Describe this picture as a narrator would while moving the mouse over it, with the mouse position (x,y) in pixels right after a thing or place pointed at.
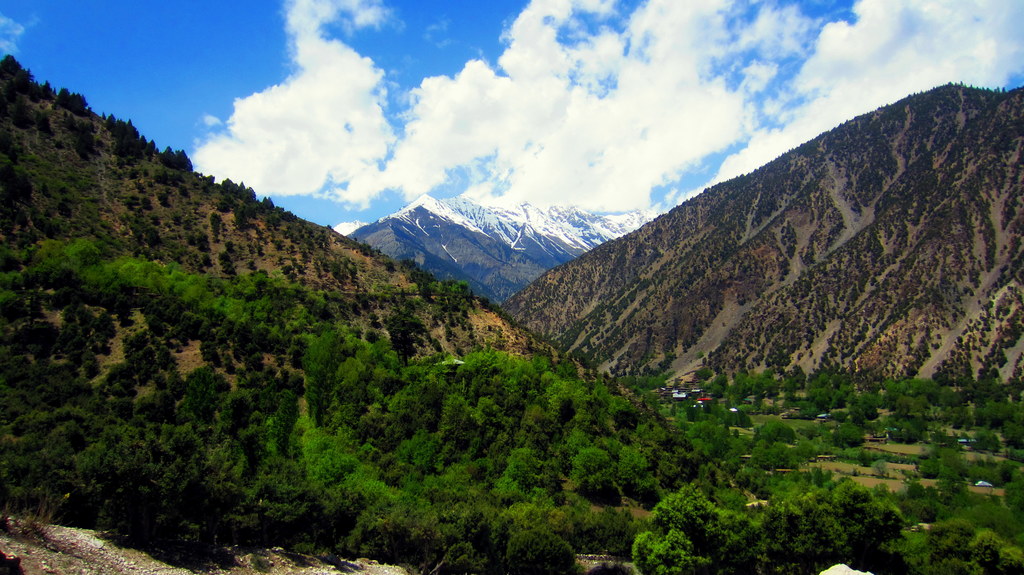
This is an outside view. At the bottom of the image (341,416) I can see many trees (342,417). On the right side (702,398) there are some houses (686,396). In the background (939,206), I can see the hills (926,210) and the mountains (500,223). At the top (184,52) I can see the sky (201,90) and clouds (265,133).
